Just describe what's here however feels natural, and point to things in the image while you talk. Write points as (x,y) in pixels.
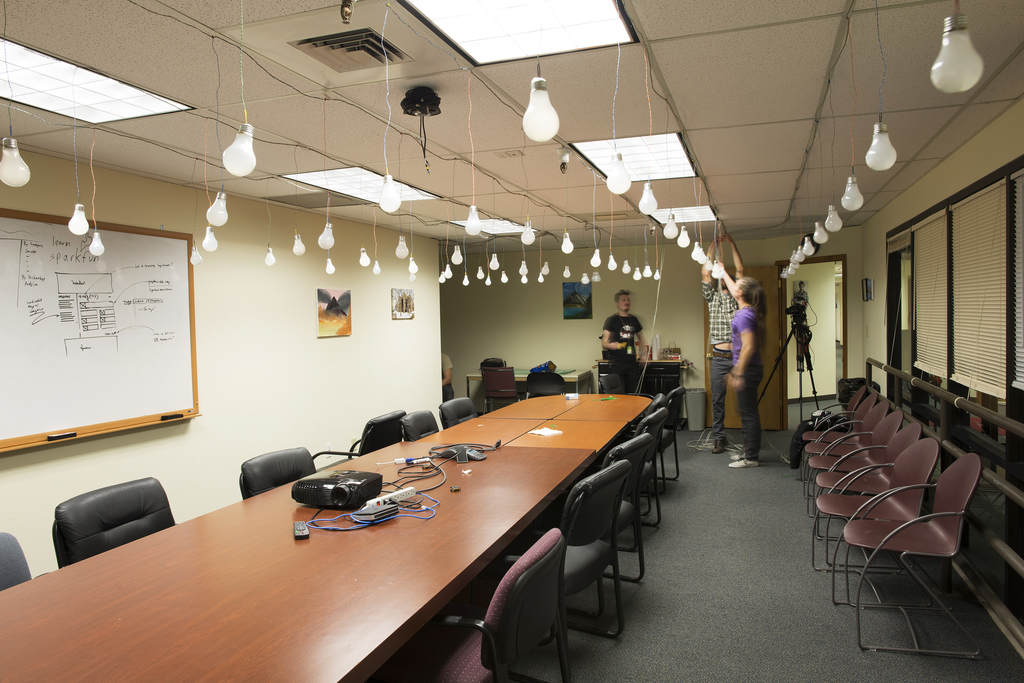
At the top (456,93) we can see ceiling (767,140), light bulbs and lights (580,6). This is a floor (671,561). Here we can see chairs (507,584) and tables (459,500) and on the table (443,511) we can see remote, projector device (367,479) and papers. Here we can see three persons (713,347) standing on the floor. This is a stand (806,350) with a camera (799,307). This is a wall (403,357) and there are photo frames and a white board (62,294) on it
